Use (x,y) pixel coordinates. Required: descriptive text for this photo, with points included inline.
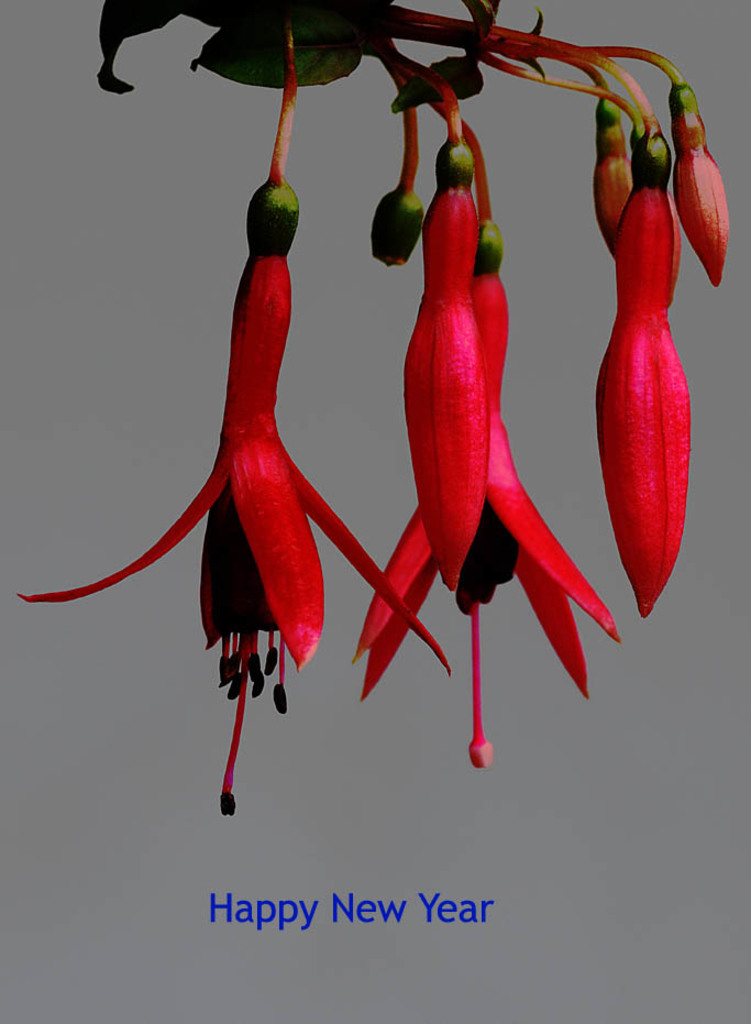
In this image we can see the flowers (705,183) with the stems (491,36), leaves (124,19) and also the buds (597,185). At the bottom (483,910) we can see the text (353,895).
